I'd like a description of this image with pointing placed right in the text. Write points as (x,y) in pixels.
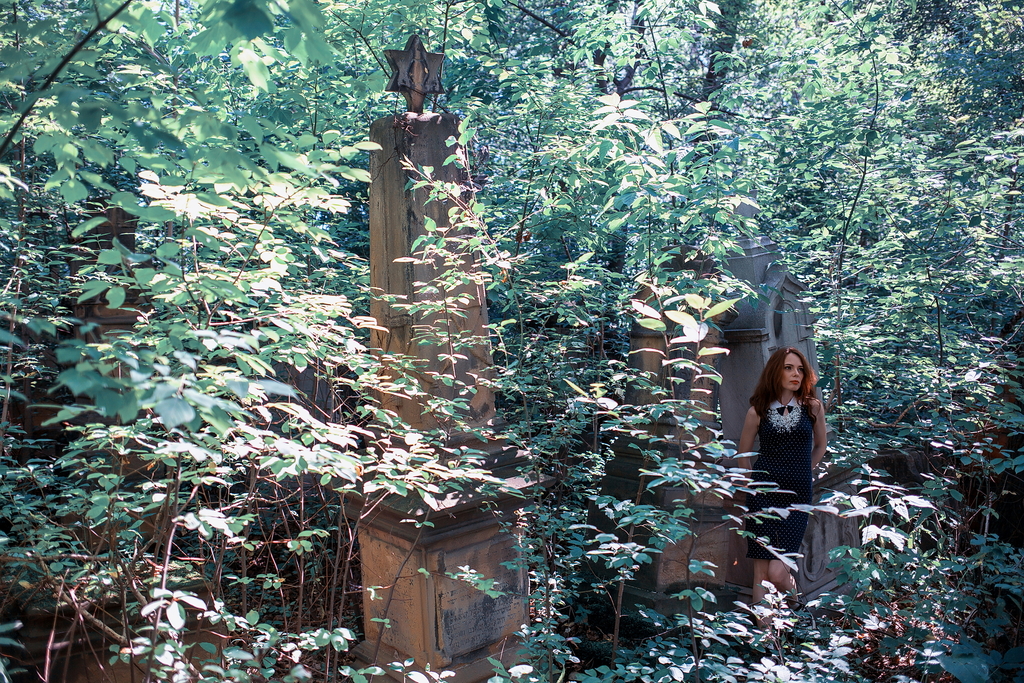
In the picture we can see a forest area (773,622) with full of trees (139,393) and some sculptured stones (506,630) in it and one woman (787,532) standing near to it and she is wearing a black dress (775,538).
